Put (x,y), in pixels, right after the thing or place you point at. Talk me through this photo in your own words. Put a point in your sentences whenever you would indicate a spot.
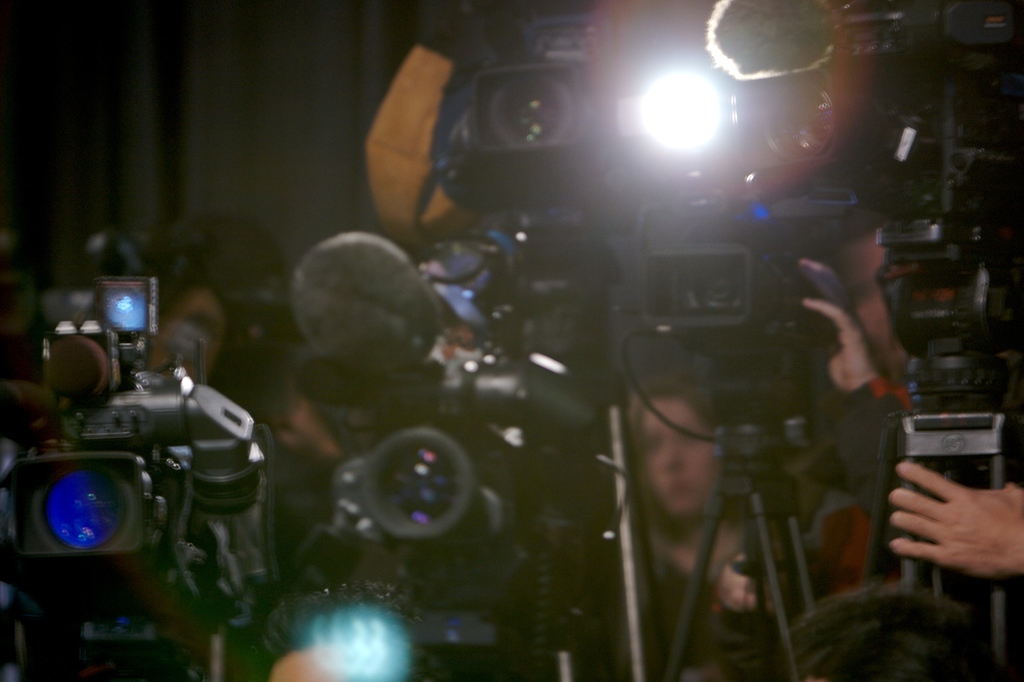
In the picture I can see few cameras (424,394) placed on the stand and there are few persons (298,495) behind it.
